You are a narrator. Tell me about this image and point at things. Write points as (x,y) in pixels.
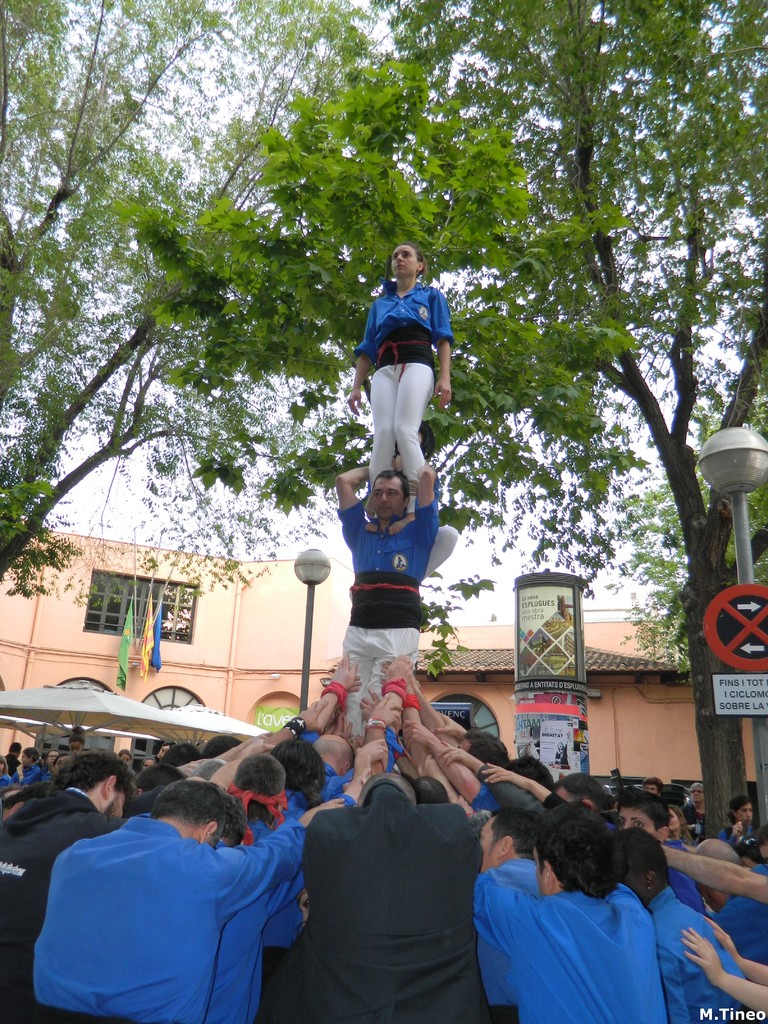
In the center of the image (366,633) we can see a few people (449,750) are standing and they are holding one person (352,543). And that person (347,537) holding one more person (361,383) and they are in different costumes (374,612). At the bottom right side of the image (765,1010), we can see some text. In the background (26,359), we can see the sky (279,532), clouds (226,554), trees (643,237), one building (43,743), banners (519,651), one sign board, flags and a few other objects (563,680). On the banners (580,718), we can see some text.
